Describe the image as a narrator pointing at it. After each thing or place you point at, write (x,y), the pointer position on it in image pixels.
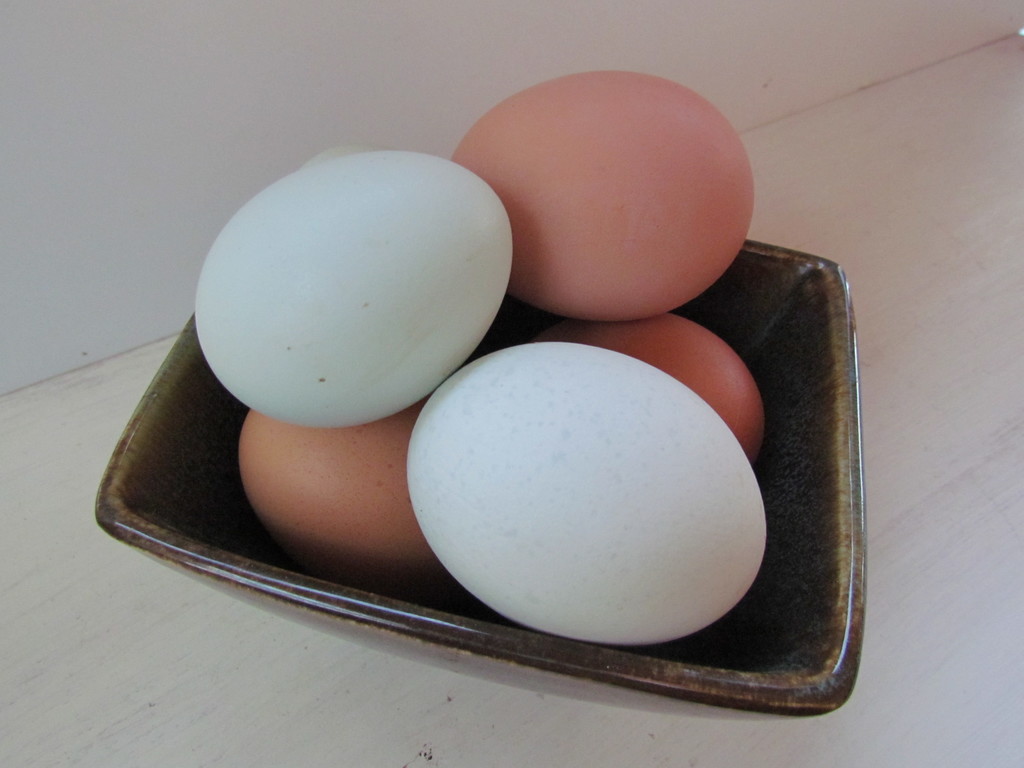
In this picture we can see a bowl (136,495) on the wooden surface (11,704) with eggs (349,303) in it and in the background (158,96) we can see the wall (652,29).
